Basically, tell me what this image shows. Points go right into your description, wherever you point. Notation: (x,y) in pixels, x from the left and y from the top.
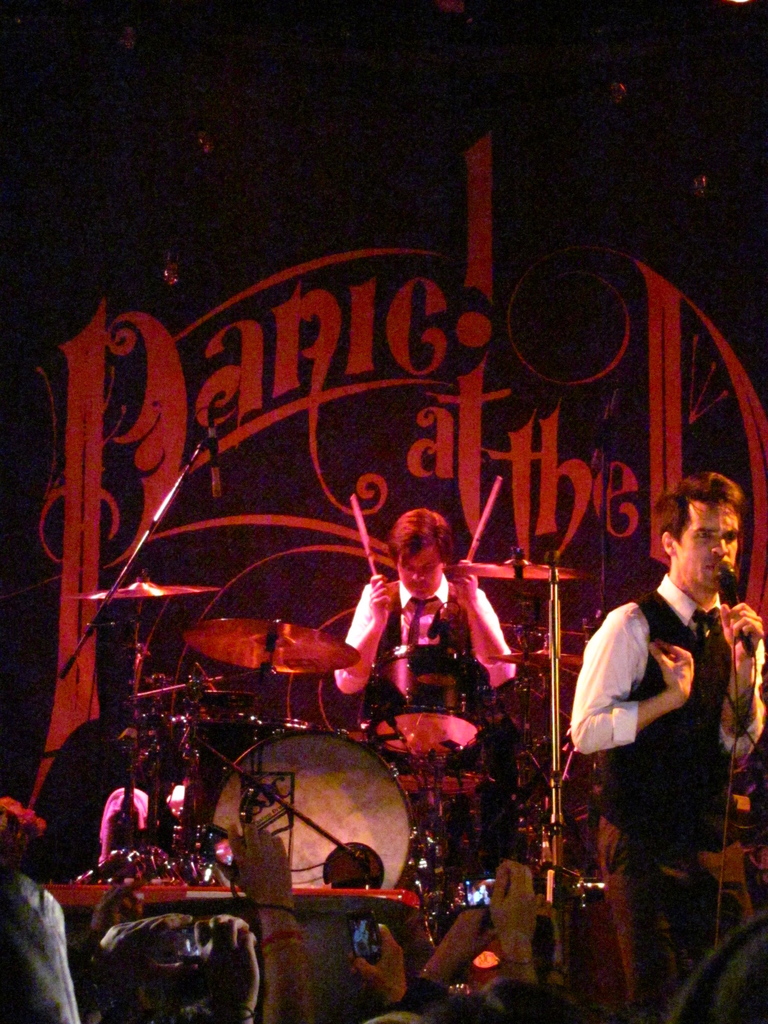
This might be clicked in a musical concert. There are two persons (623,608) in this image. The one who is on the right side (621,745) is holding mic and singing something. The one who is in the middle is playing drums (365,757).
